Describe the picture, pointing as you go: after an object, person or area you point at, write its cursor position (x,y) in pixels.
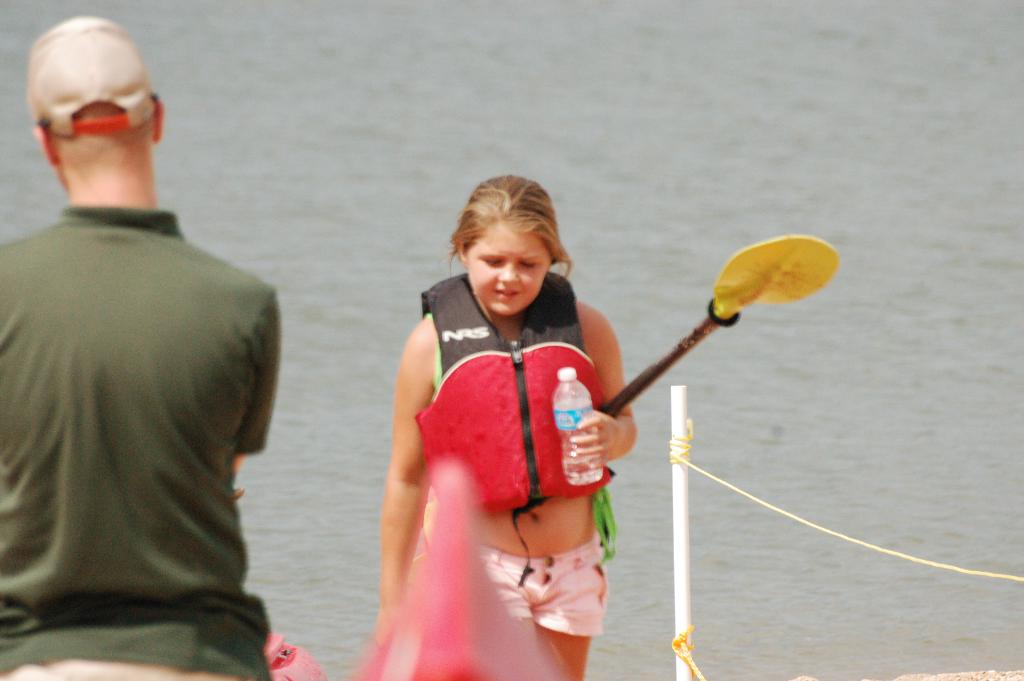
In this image, in the middle (549,451), we can see a girl (559,441) holding a stick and water bottle (565,404) in her hand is walking. On the left side (179,341), we can see a man (222,451) wearing a green color shirt (213,506). In the background (520,34), we can see water (485,159) in a sea (993,642).
